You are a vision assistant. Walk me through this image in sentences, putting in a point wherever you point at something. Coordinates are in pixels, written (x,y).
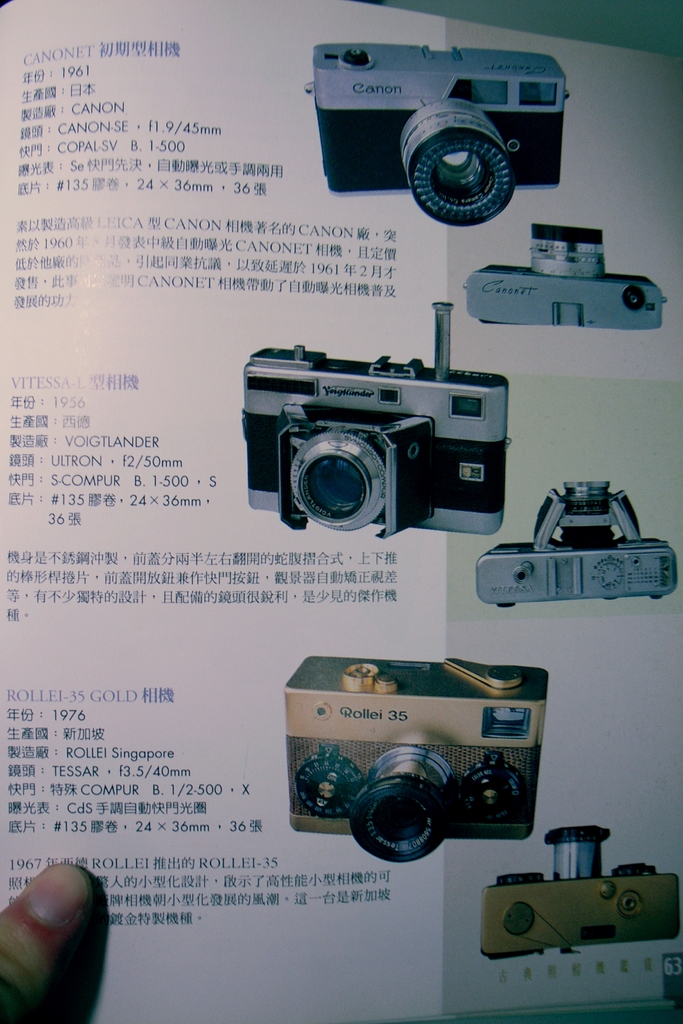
In this image I can see in the left hand side (38,955) bottom there is the human finger (78,941). In the middle (285,394) there are cameras photographs (393,764) on a paper (475,637), on the left side (120,240) there is text (242,603), it looks like an advertisement paper (242,603).
